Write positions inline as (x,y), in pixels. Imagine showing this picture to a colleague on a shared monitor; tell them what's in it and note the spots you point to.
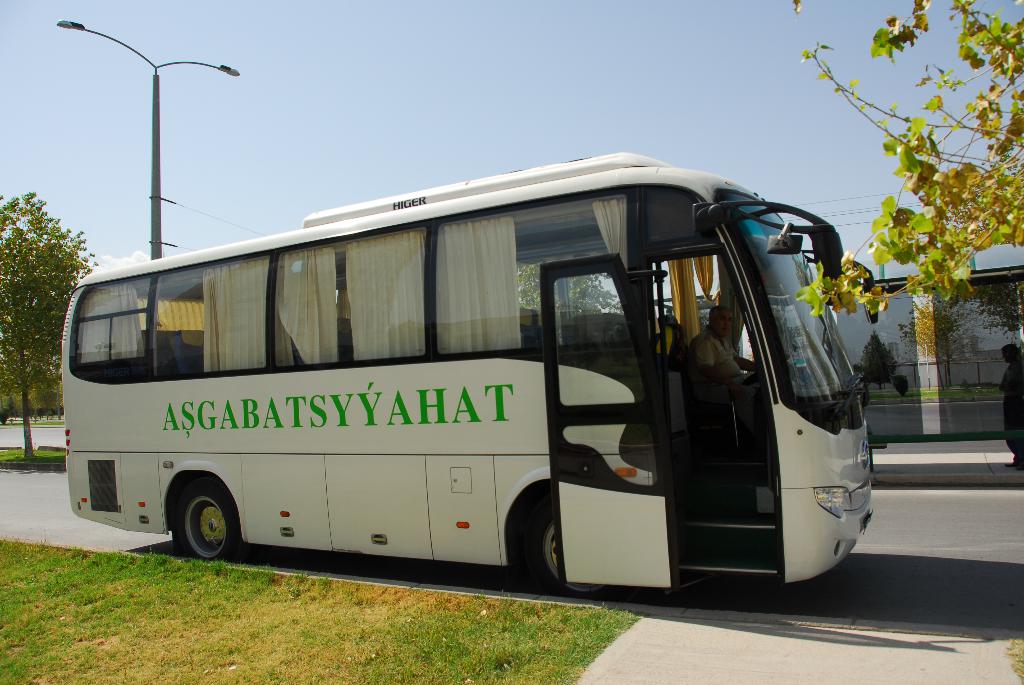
In this image I can see the person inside the vehicle (837,549). To the right (933,308) I can see another person (1010,395), shed (915,405) and the glass (919,388). I can see trees (877,378) through the glass (890,407). To the left (22,316) I can see the pole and the tree (40,380). In the background (340,136) I can see the sky (357,106).
